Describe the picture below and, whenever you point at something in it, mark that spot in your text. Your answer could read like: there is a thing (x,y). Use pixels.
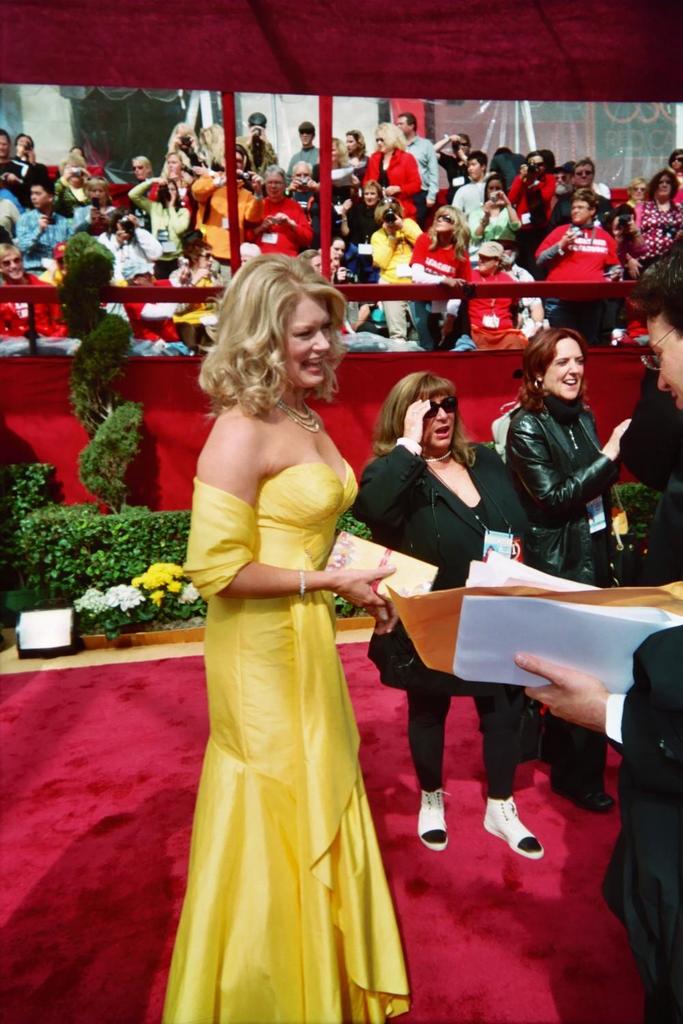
In this image we can see a few people (371,464) standing, among them some people (242,622) are holding the objects (487,650) like, cameras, papers (487,639) and other objects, there are some plants (145,571), flowers (174,571) and an object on the floor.
